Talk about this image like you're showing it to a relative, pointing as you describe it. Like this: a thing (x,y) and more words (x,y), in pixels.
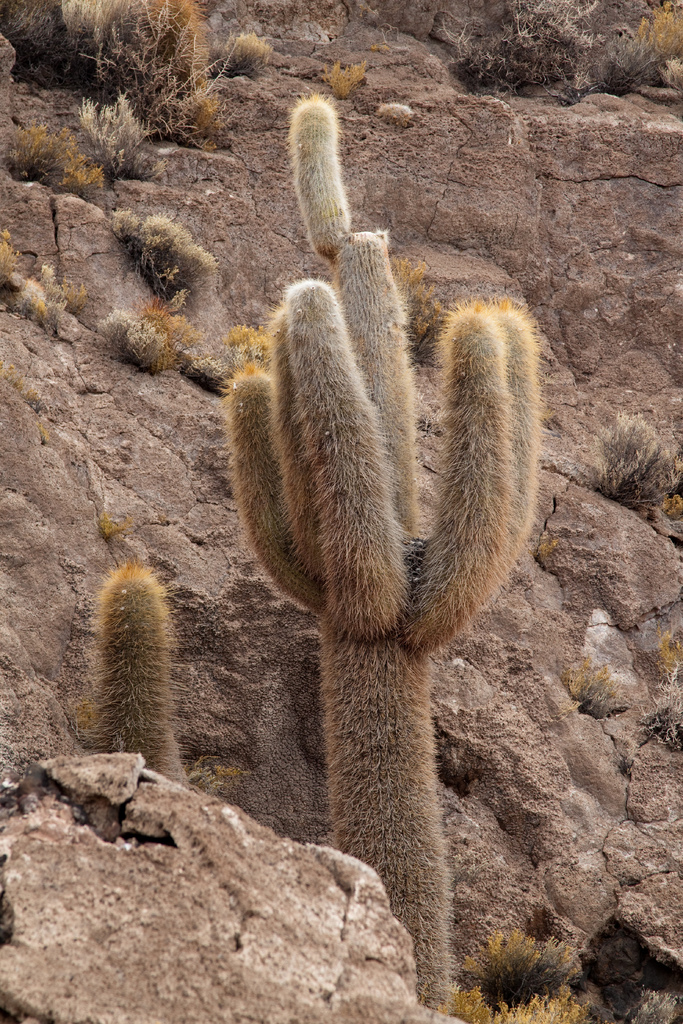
This picture is clicked outside and we can see the cactus plants (403,466) and some other plants (631,456) and we can see the rocks (603,198) and some other objects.
